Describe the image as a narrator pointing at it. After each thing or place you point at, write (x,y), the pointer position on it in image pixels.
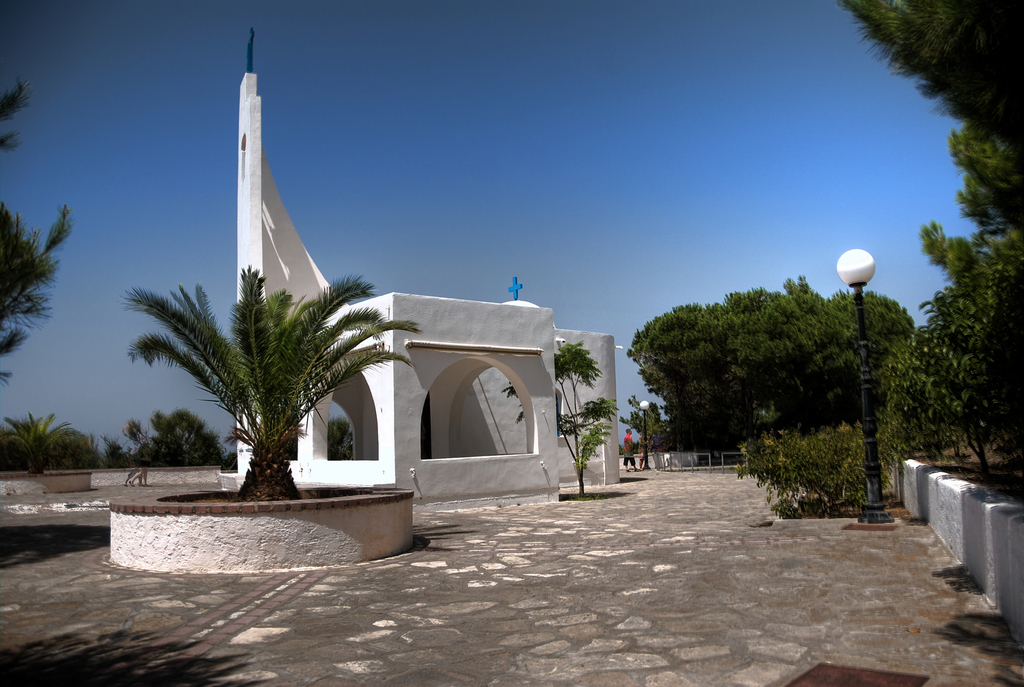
In this picture I can see a house (454,446), woman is walking around and also I can see some trees (748,437).
